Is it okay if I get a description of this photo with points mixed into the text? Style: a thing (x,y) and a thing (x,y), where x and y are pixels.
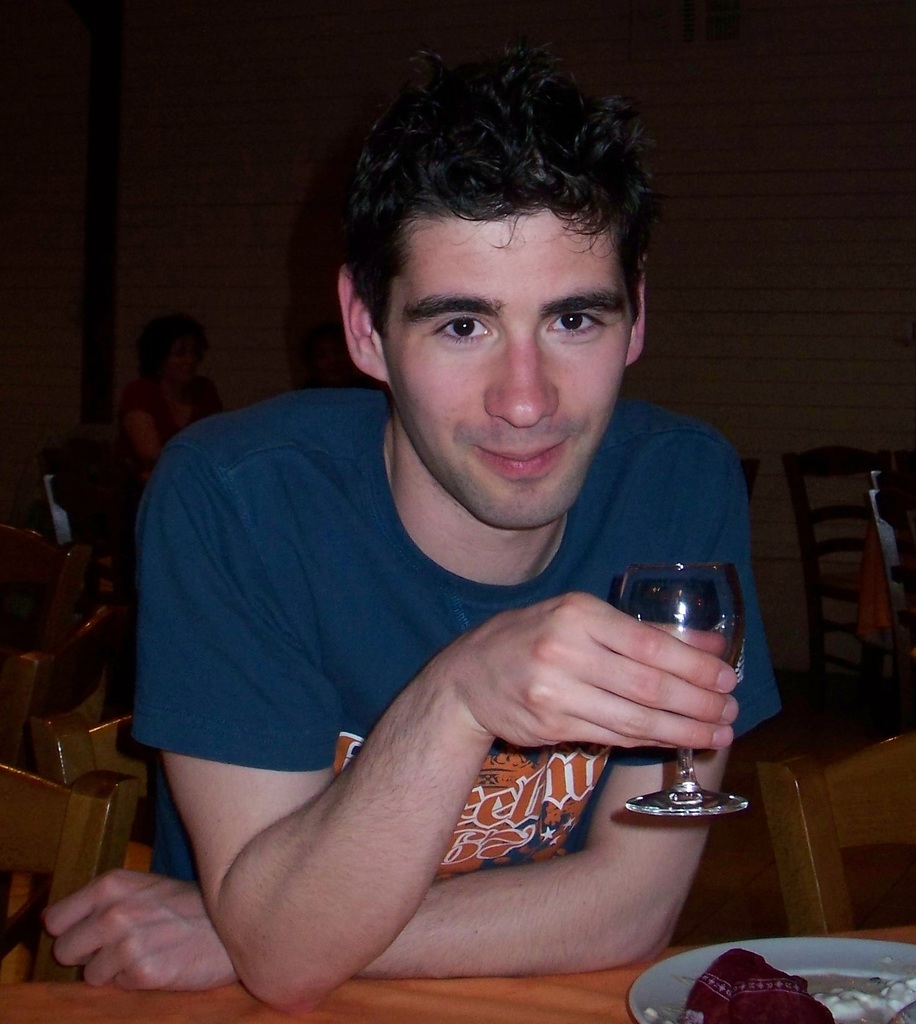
A man (389,169) sitting at a table (483,989) holding a wine glass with his right hand (640,656).
